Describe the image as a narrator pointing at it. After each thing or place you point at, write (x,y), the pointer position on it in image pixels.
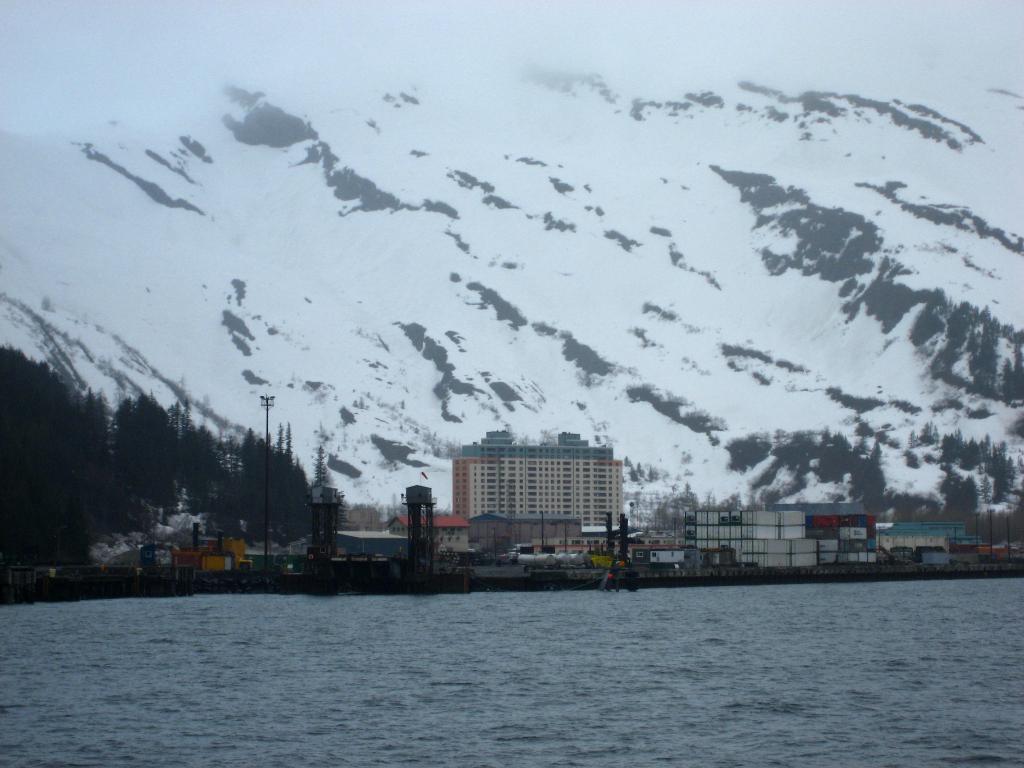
In the image at the bottom (526,723) we can see water (623,716). In the background (238,510) there are trees (69,450), poles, metal objects (725,550), buildings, houses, other objects (716,525) and snow (610,436) on the mountains (775,438) and trees (739,454).
